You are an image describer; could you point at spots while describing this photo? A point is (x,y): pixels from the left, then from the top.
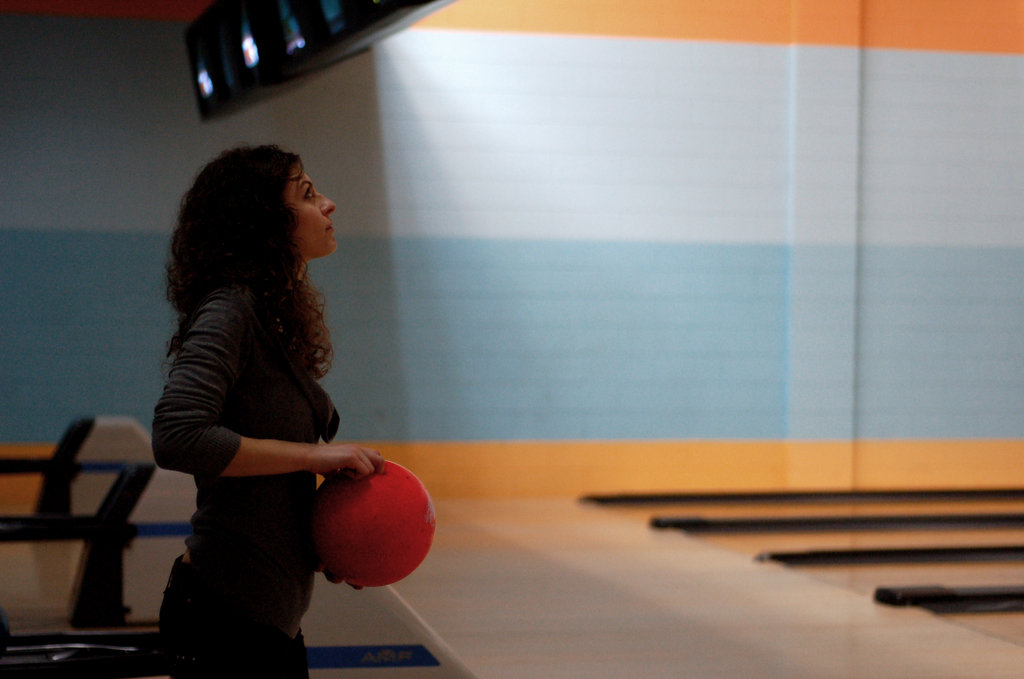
In this image we can see a lady (278,612) standing and holding a ball (367,520), which is in red color. In the background (564,201) there is a wall (709,179).
